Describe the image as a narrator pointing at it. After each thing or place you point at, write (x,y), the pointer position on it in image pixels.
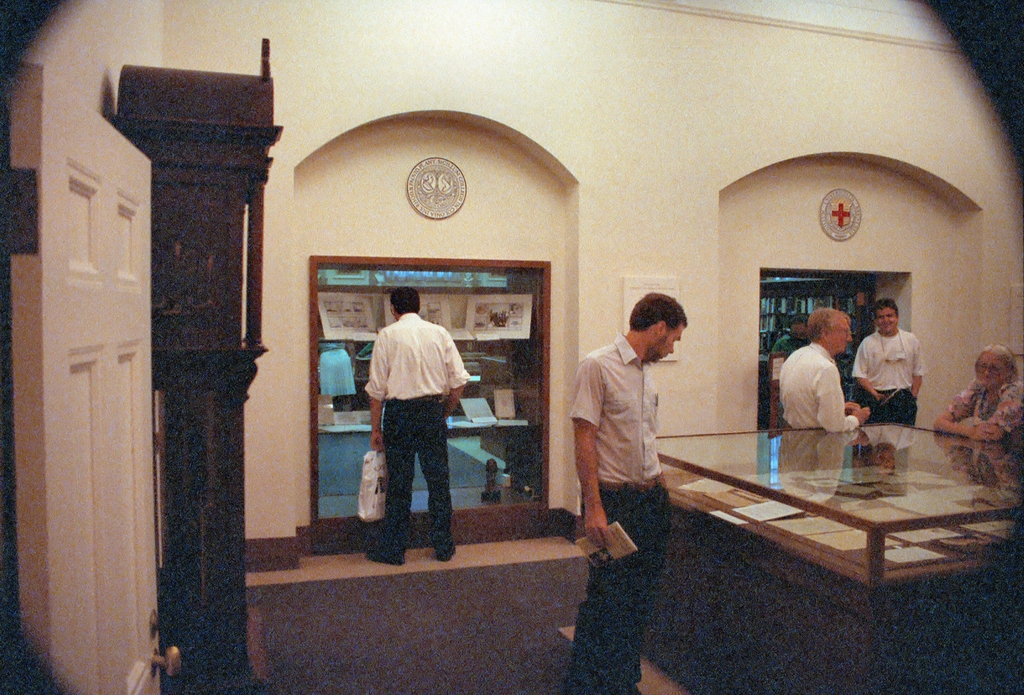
In this room (668,370) this persons (622,370) are standing. On this table (818,593) there is a glass (955,489), inside this place there are papers (771,504). This is door (109,510) with handle (164,657). Beside this door (101,412) there is a cupboard (212,447). This man (390,480) is holding a bag (368,511). Board (427,184) on wall (779,212). This man (616,686) is holding a book (619,548).
